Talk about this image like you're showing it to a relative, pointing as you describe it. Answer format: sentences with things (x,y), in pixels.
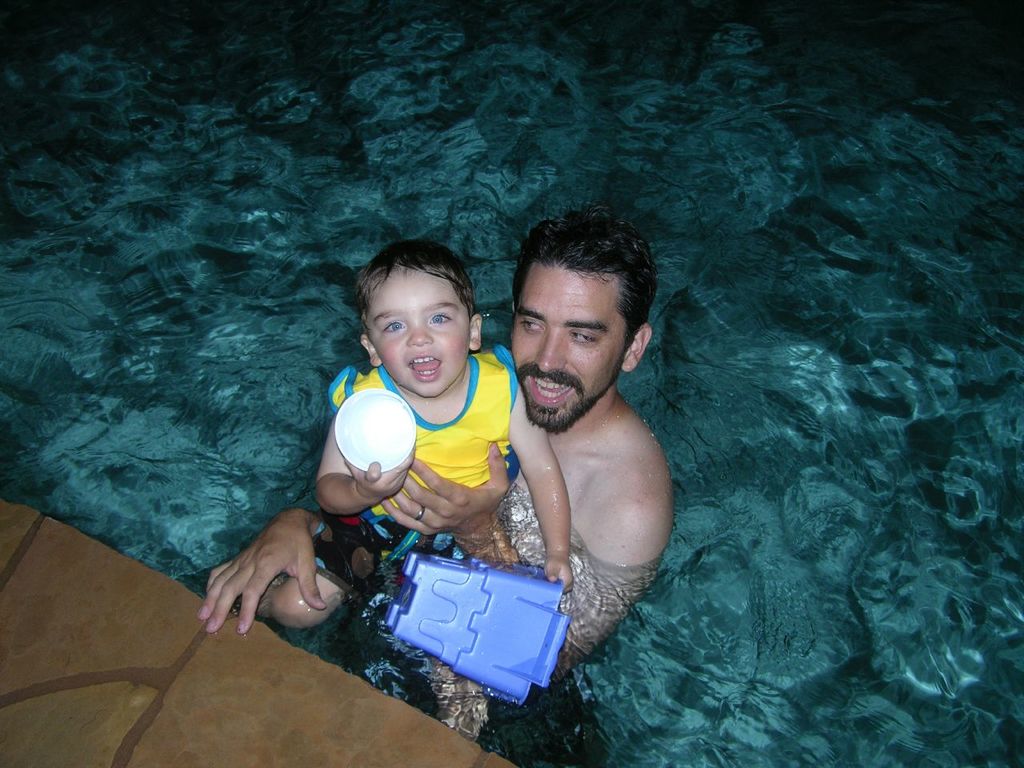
In the image I can see a man (563,448) is holding a child (443,430). The child (424,396) is holding objects (354,457) in hands (407,466). These both people (509,450) are in the water (621,568).
